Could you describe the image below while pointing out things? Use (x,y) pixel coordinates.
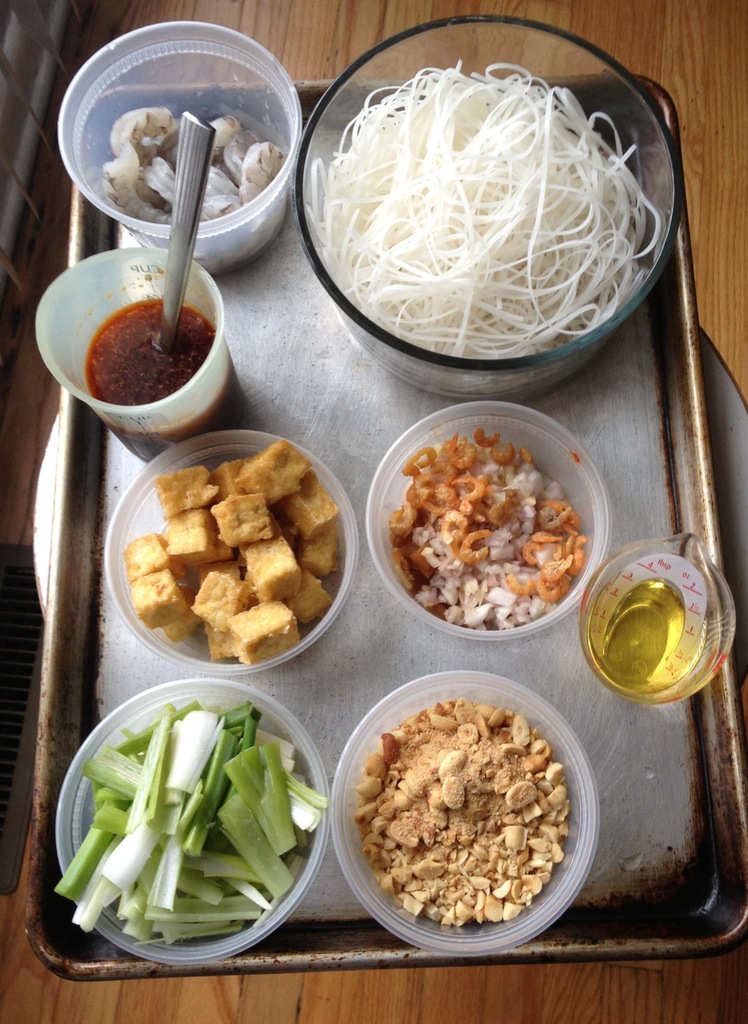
In this picture we can see a plate (254,955) in which many bowls (599,518) are kept. These seem to be like the ingredients (421,140) of a noodle recipe.
